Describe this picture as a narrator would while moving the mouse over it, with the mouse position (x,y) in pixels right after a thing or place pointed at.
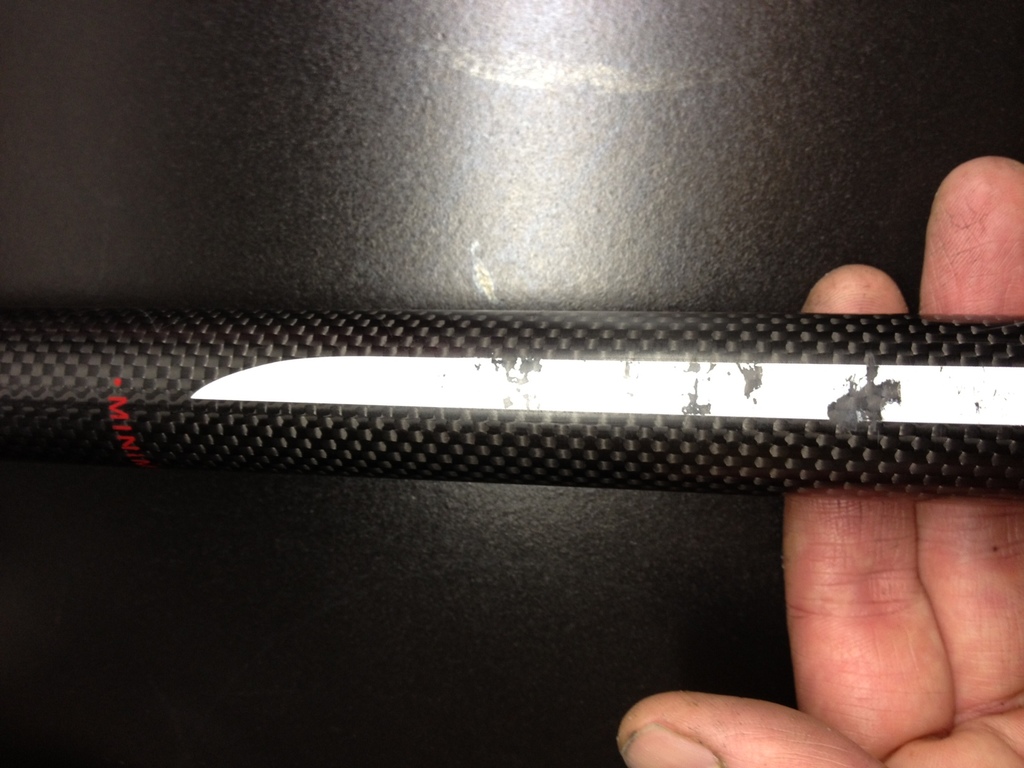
There is one person (918,514) holding a rod (489,418) as we can see in the middle of this image (603,392).
